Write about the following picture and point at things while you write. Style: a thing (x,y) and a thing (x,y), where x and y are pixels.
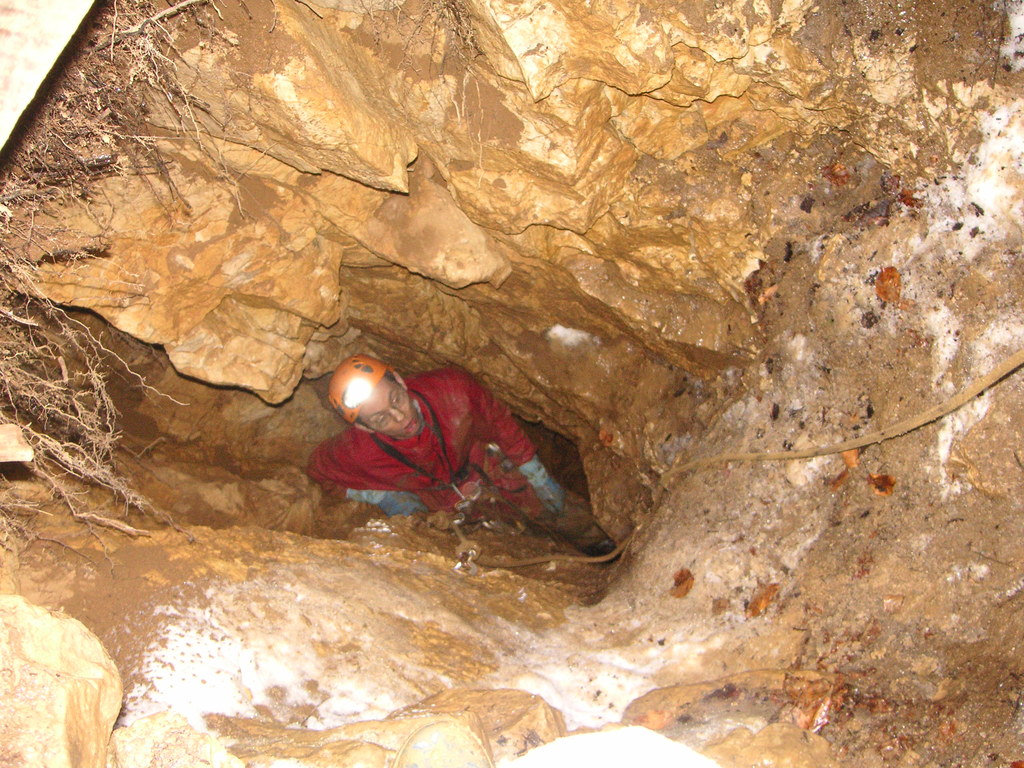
In this image we can see a person (430,410) climbing in a small cave (622,570). On the left side of the image (31,353) there are some roots (112,37). In the background of the image (194,204) there are rocks (81,210).
